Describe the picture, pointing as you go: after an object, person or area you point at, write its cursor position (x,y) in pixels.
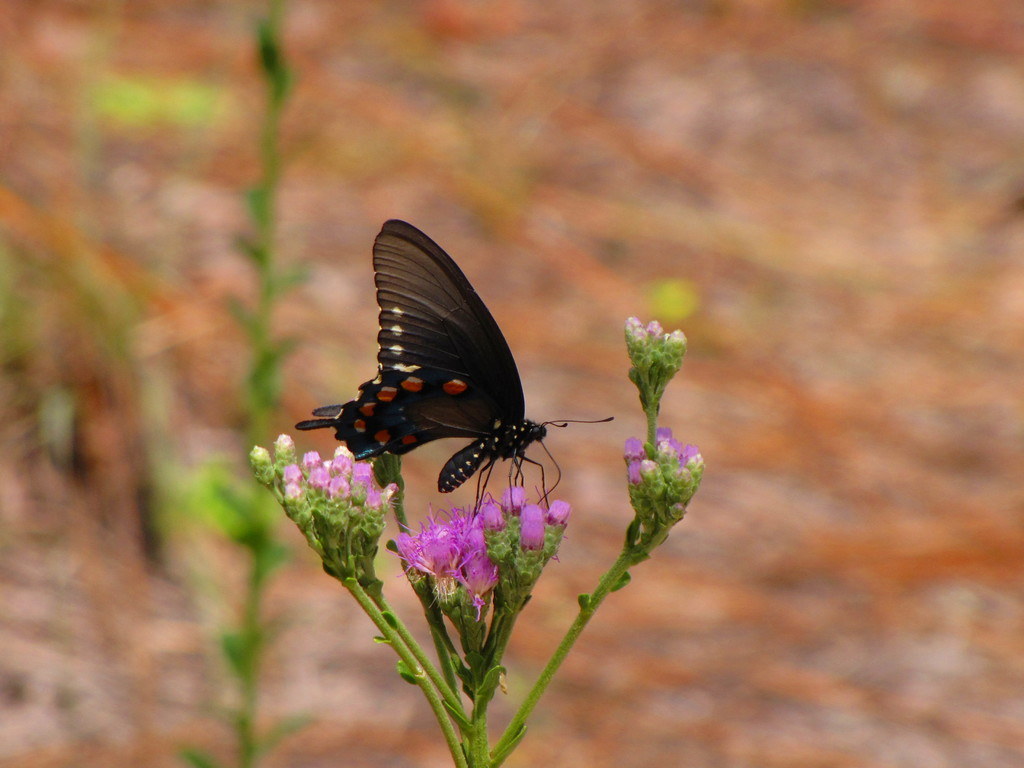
Here we can see flowers (342,461), stems (535,699) and butterfly (487,355). Background (361,110) it is blur.
